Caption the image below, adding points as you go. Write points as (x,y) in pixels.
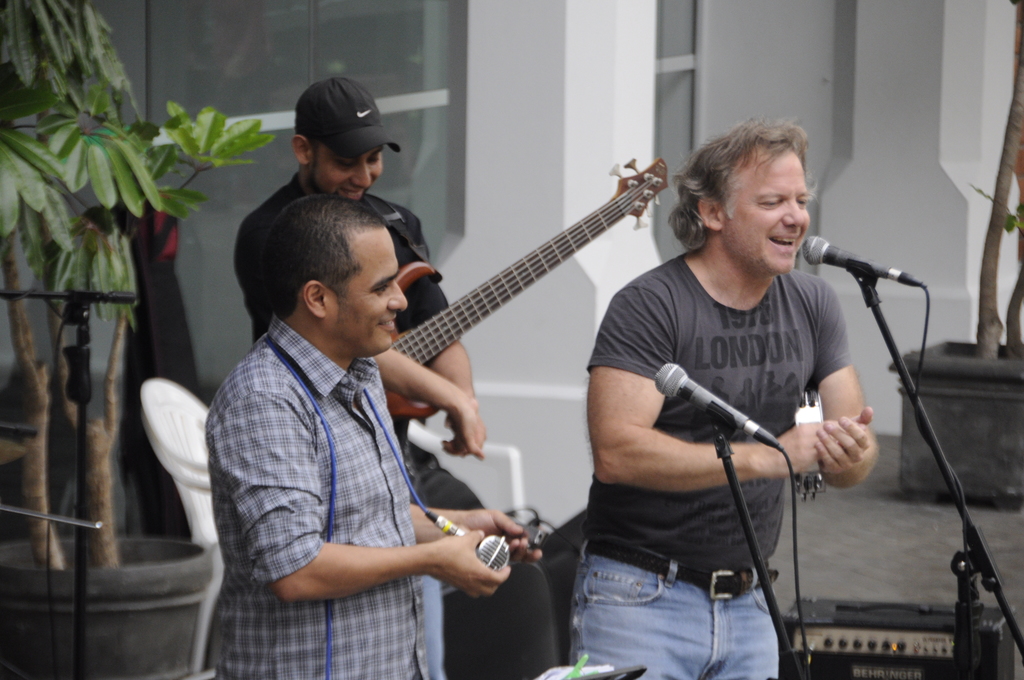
The person (732,366) wearing a grey shirt (759,349) is singing in front of a mike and the other person (342,506) who is in the left side (326,495) is carrying a mike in his hand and the person (408,384) in the background (412,349) wearing black shirt (422,282) is holding a guitar (420,345).
